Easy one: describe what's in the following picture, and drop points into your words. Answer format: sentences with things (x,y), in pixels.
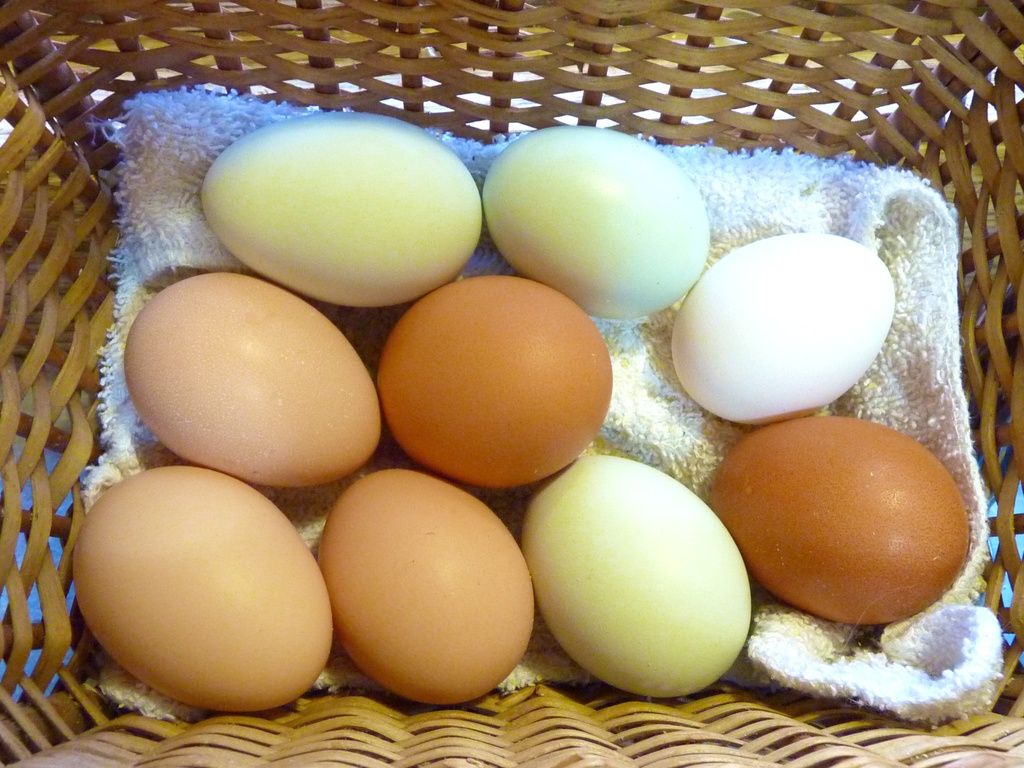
In this image there is a basket (57,52). In the basket (38,75) there are so many eggs (364,457) kept on the cloth (902,258).
